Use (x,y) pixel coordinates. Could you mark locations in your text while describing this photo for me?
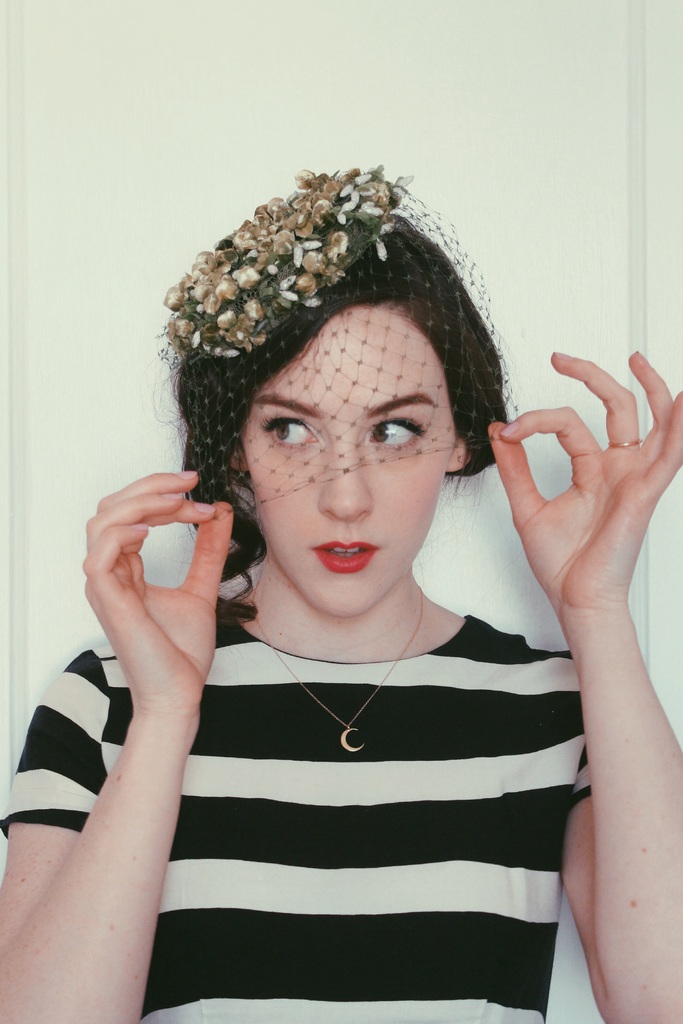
In this image in the center (440,611) there is one woman (215,773) who is wearing some hat (327,228), and in the background (305,93) there is a wall (178,172).
